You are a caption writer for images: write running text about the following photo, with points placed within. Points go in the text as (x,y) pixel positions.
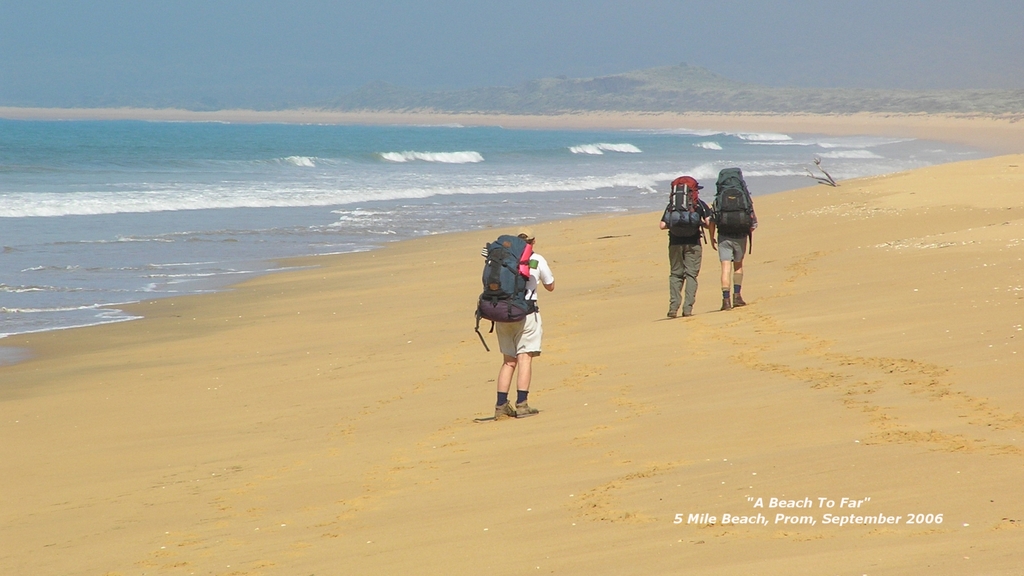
In this image there are three people (524,351) wearing bags (521,318) are walking on the beach sand (576,342), beside them there is water (522,177), in the background of the image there are mountains (599,88).
